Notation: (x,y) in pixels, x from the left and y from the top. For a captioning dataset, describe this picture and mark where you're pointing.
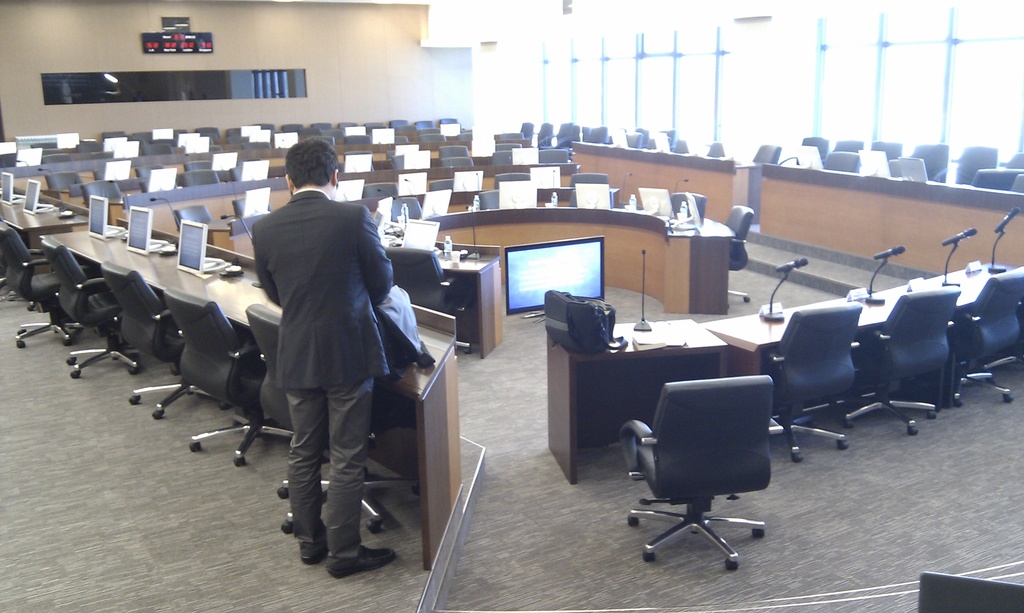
In this picture we can see man (345,260) standing and in the background (103,235) we can see tables (226,286) and on tables (198,154) we have systems (201,234) beside to this table (117,258) we have chairs (118,302) and in the background (95,97) we can see wall (174,58), screen (153,51) and on table (681,293) we have mic (767,306), bottles (447,249), some name boards (867,297).
